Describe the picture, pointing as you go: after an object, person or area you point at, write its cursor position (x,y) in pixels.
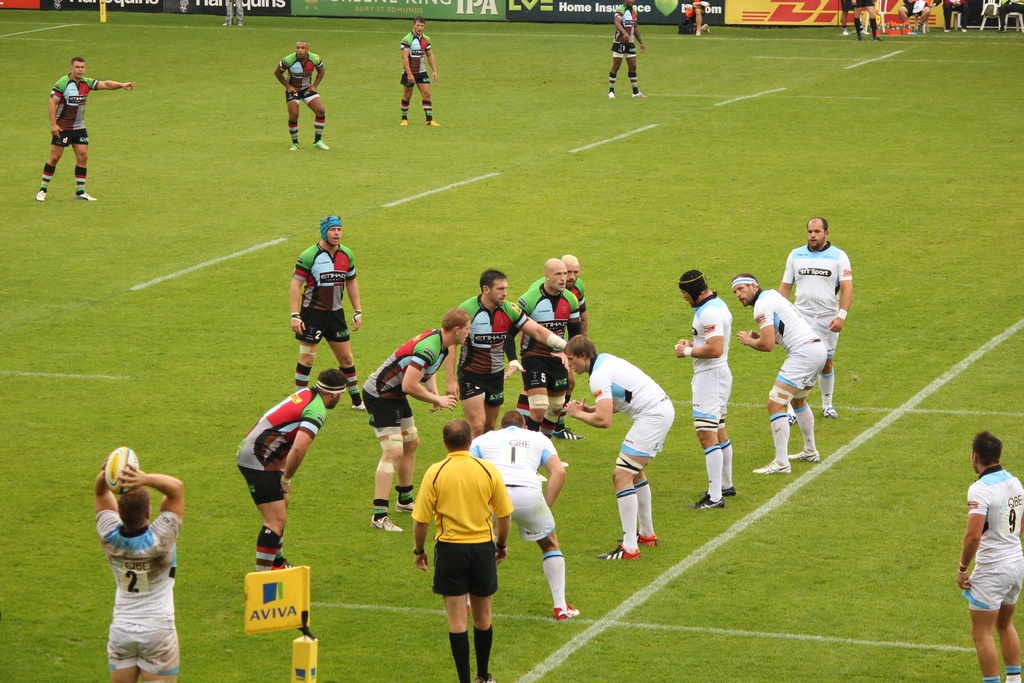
In this image we can see many players (164,610) standing on the ground (230,477). At the bottom of the image (114,462) we can see a ball (114,482) in person's (145,542) hand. In the background (34,9) we can see advertisements (90,9), chairs (984,11) and persons (950,25).
